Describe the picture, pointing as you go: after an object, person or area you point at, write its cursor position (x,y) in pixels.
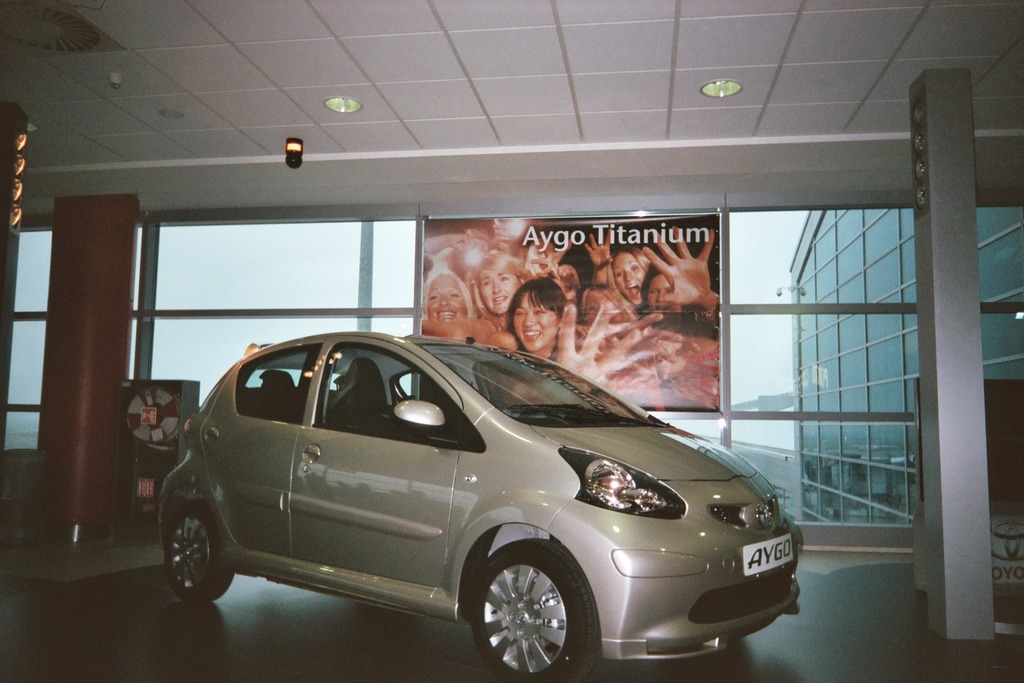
In this picture we can see a car (438,477), beside to the car (609,453) we can find a poster (682,313) on the glass (828,342) and we can find few lights (21,168), in the background (886,326) we can see a building (831,466).
